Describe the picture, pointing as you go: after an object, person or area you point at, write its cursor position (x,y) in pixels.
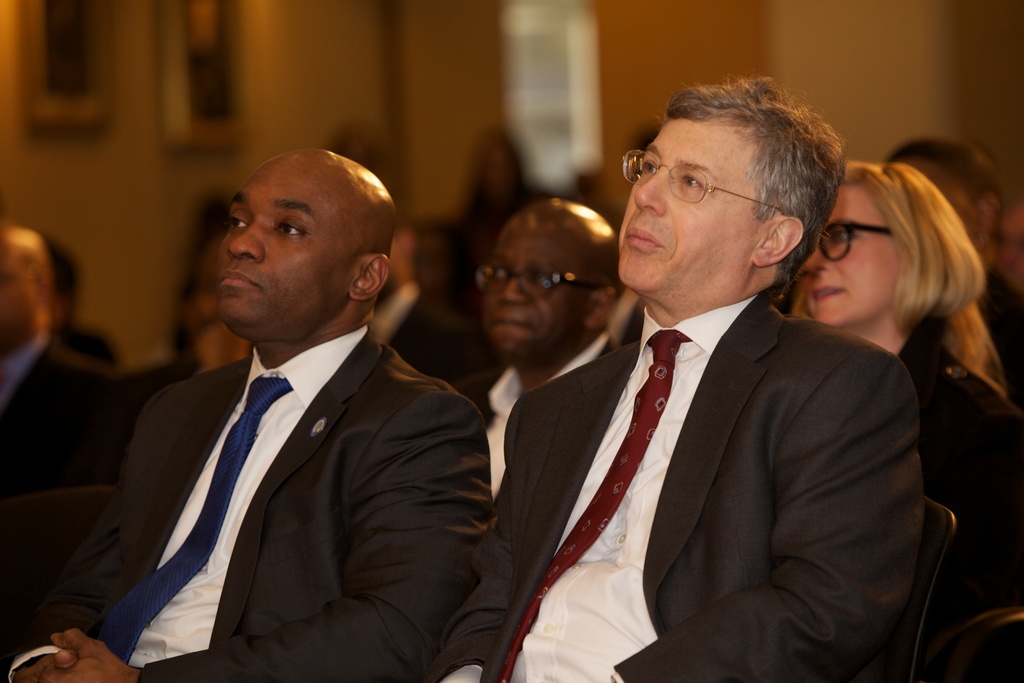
This picture is an inside view of a room (542,323). In the center of the image (510,304) we can see some persons (413,386) are sitting. In the background of the image (425,118) we can see the wall (285,78) and photo frames (39,87) are there.
